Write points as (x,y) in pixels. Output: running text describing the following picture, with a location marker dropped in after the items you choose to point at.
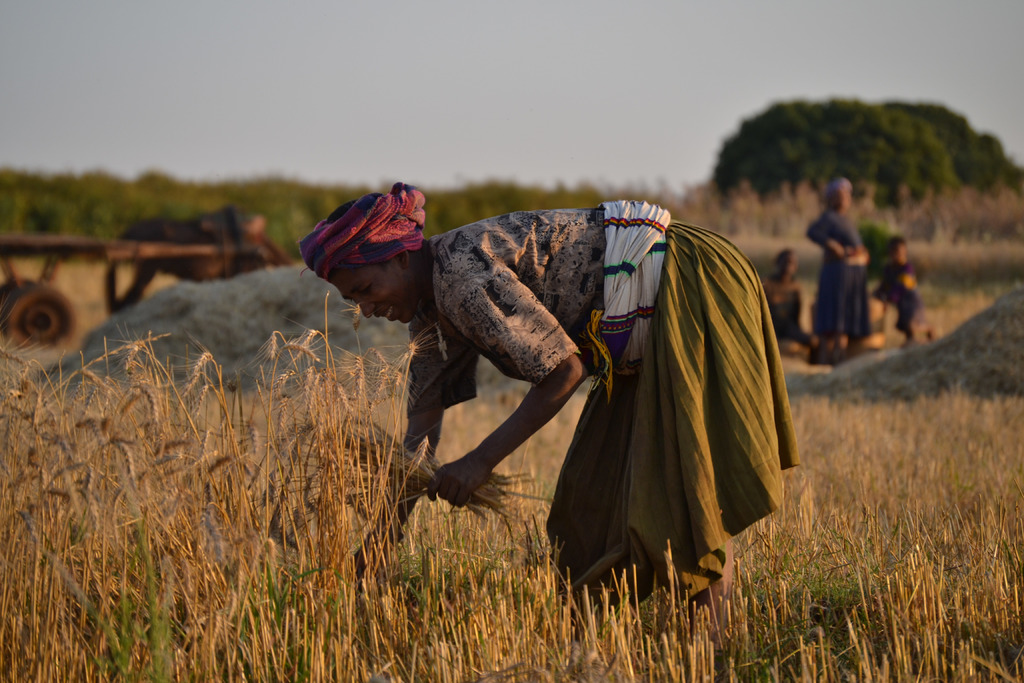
This is an outside view. Here I can see a person (389,297) holding few grain spikes (416,472) in the hands (435,481) and bending. In the background (828,311) there are some more people (830,254) and trees (779,145). At the top of the image (323,72) I can see the sky (104,93). On the left side (51,314) there is a vehicle (54,307).
